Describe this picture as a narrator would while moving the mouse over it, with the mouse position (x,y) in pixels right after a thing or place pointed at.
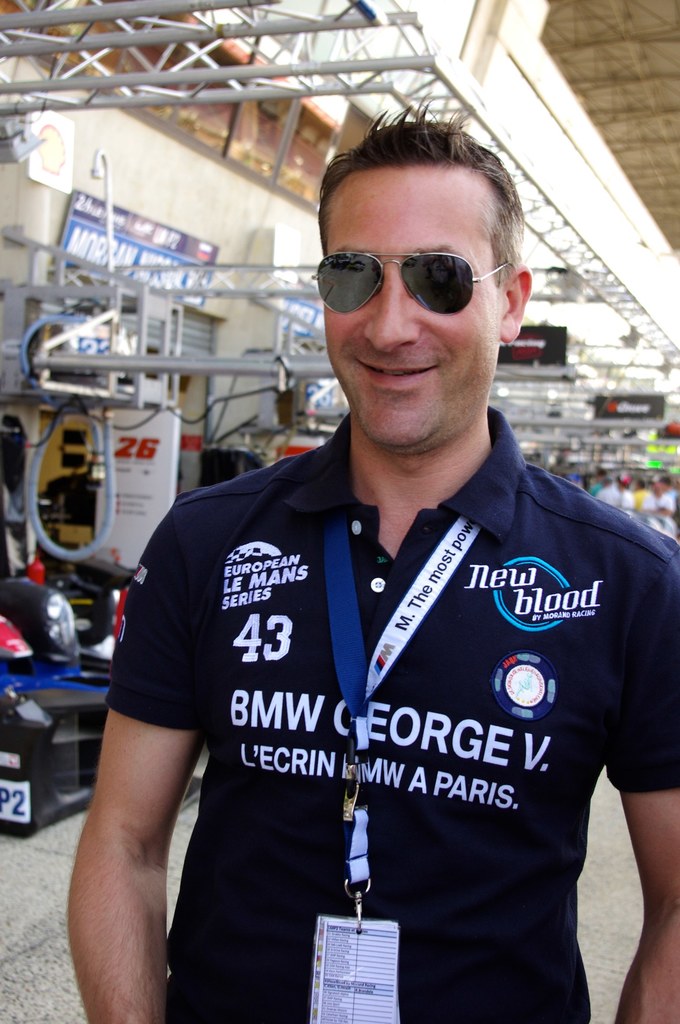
In this image I can see a person (423,624) wearing black color dress (520,724) is standing. In the background (619,465) I can see few metal rods (322,24), few persons (606,491), few banners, the ceiling (668,131) and few other objects (8,716).
